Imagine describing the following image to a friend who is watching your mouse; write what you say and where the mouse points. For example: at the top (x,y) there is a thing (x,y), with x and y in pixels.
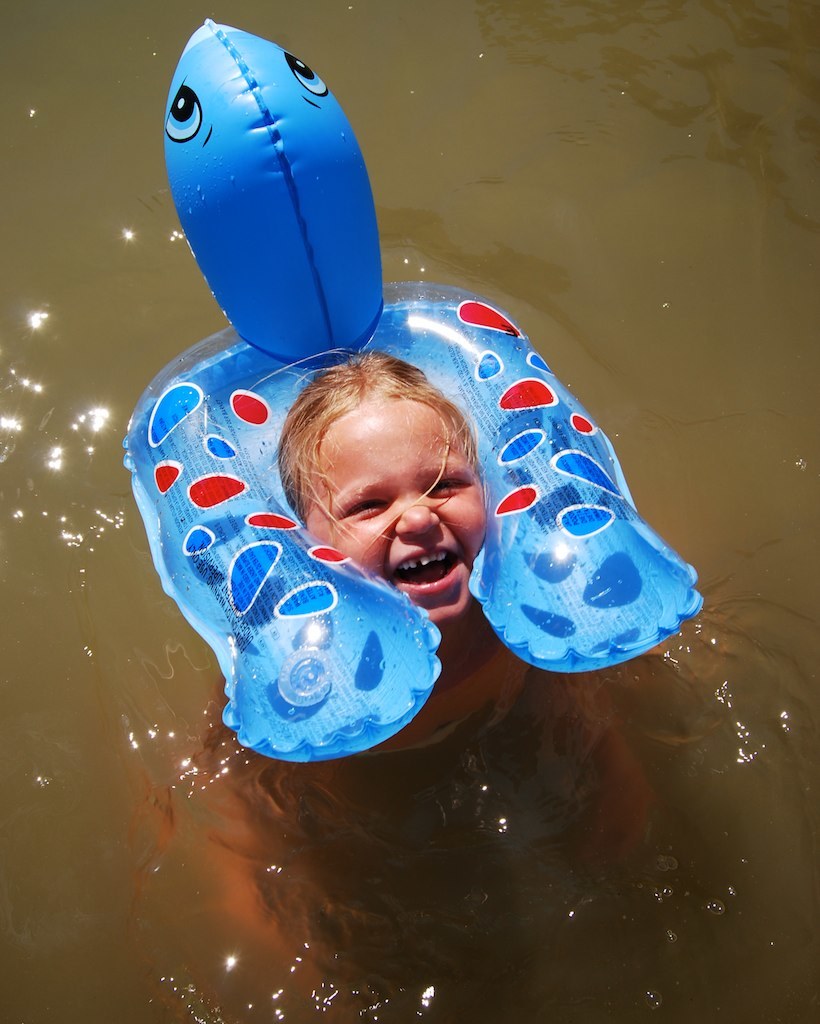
In this image we can see a girl (311,406) is in the water (325,827) and she is wearing inflatable (264,530).
